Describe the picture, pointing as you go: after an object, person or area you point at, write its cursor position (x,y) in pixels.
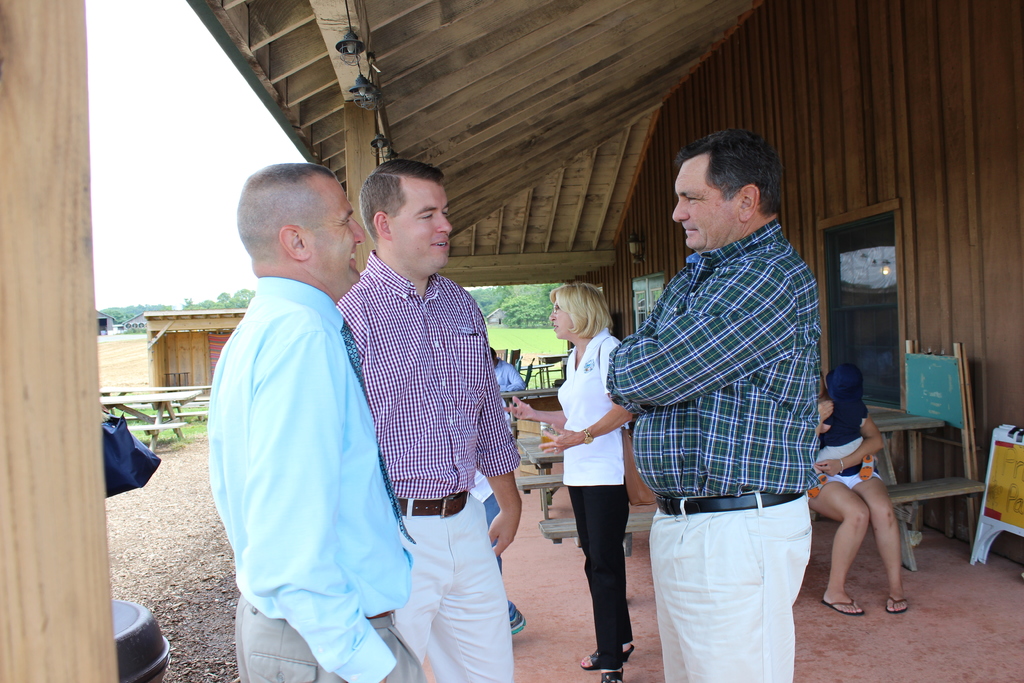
In this image there are few persons (470,554) are standing under the roof (474,92) of a house (676,103). There are few benches (905,483). Few persons (886,506) are sitting on the benches (904,498). Right side (842,458) there is a person (856,475) holding a baby (850,448) in his arms (861,456). Right side (941,410) there are few boards (913,365). Left side (177,432) there is a bench (167,423) on the grassland (174,444). Behind there are few houses (151,333). Background (159,307) there are few trees (147,310). Left top there is sky (165,172).
